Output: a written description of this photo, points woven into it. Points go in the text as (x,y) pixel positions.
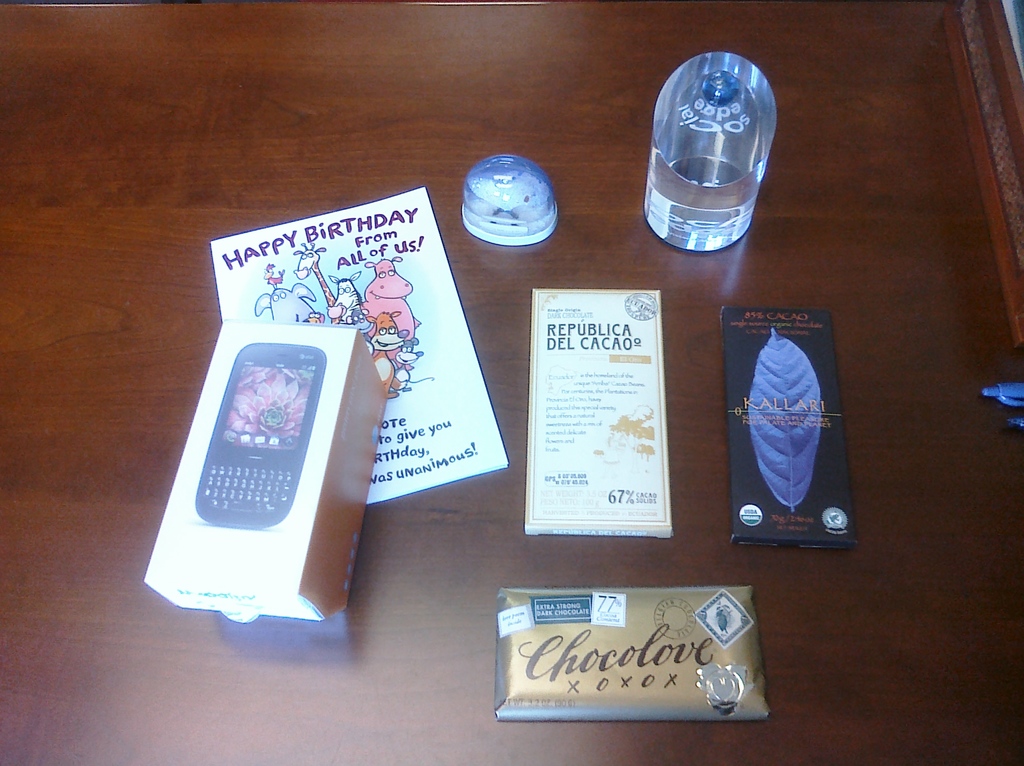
In this image there is a cell phone box (272,509), three chocolates (639,508), pen (1001,393), greeting card (431,408) and two other objects (552,219) placed on the table (152,441).
